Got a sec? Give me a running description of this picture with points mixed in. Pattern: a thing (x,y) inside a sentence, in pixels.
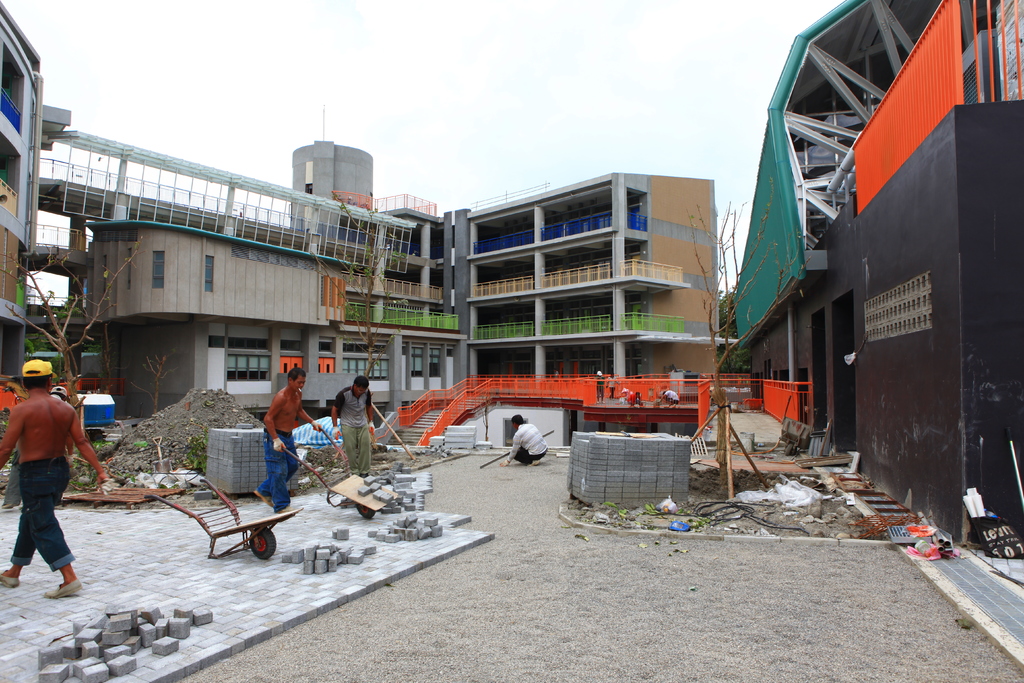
In the image I can see buildings (600,317), people (95,467), bricks (356,539), trees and some other objects (449,428) on the ground (460,464). In the background (318,50) I can see the sky (333,54).
